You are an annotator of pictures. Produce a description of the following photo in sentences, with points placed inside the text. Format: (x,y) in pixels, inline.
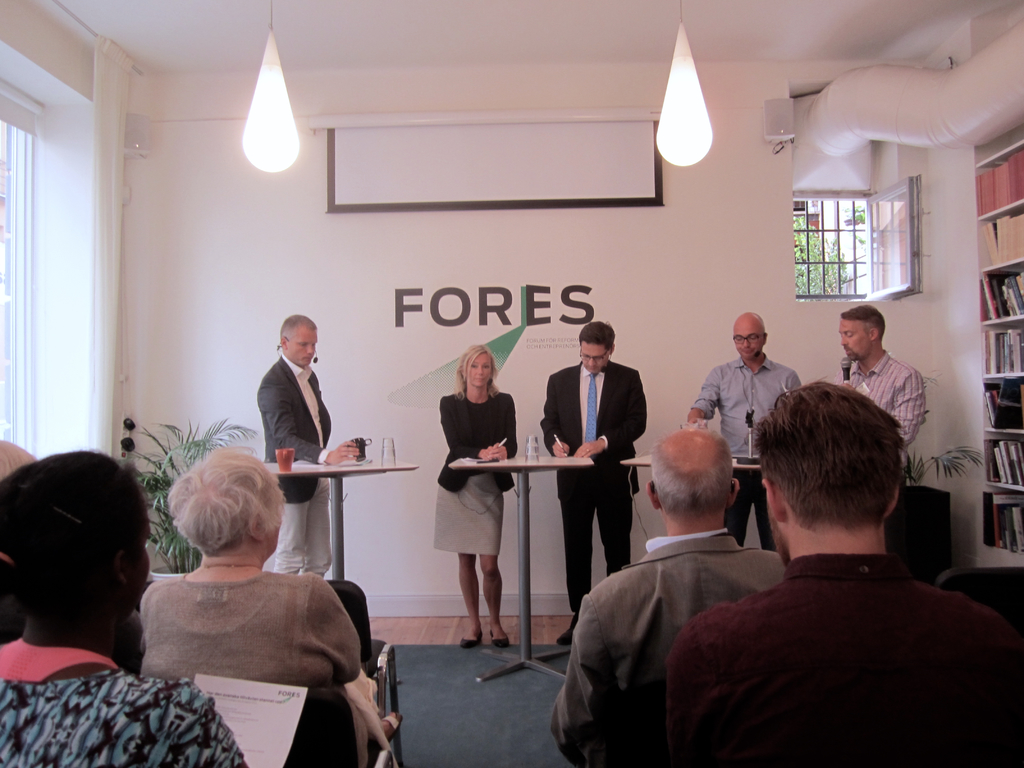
In this image, we can see people (256,493) sitting on the chairs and one of them is holding a paper (285,710). In the background (496,419), there are people (552,411) standing and are holding objects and we can see glasses (391,458), a cup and some other objects (751,460) on the stands (527,533) and there are books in the rack (990,387) and we can see a window (825,258), a board (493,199) with some text (455,297) and there are lights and houseplants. At the bottom (450,708), there is a floor (422,663).
